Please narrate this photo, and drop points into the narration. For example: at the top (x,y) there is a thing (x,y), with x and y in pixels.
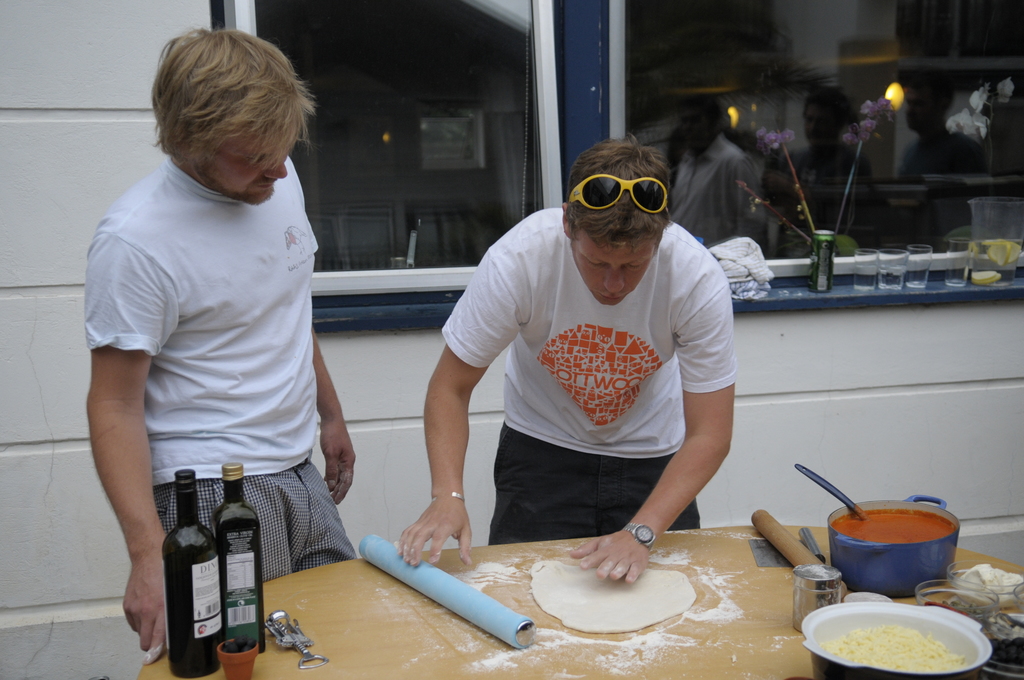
In this image, we can see two people (679,437) are standing near the table (527,566). Here we can see few objects (796,554), bottles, cooking pot (880,581), containers (963,618) on the table (376,614). Background (77,336) there is a wall (14,269), glass windows (751,155). On the glass (352,210) we can see some reflections (960,171). Here we can see few people (807,152). On the right side of the image (1004,280), we can see tin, glasses (887,278) and few things (969,234).
